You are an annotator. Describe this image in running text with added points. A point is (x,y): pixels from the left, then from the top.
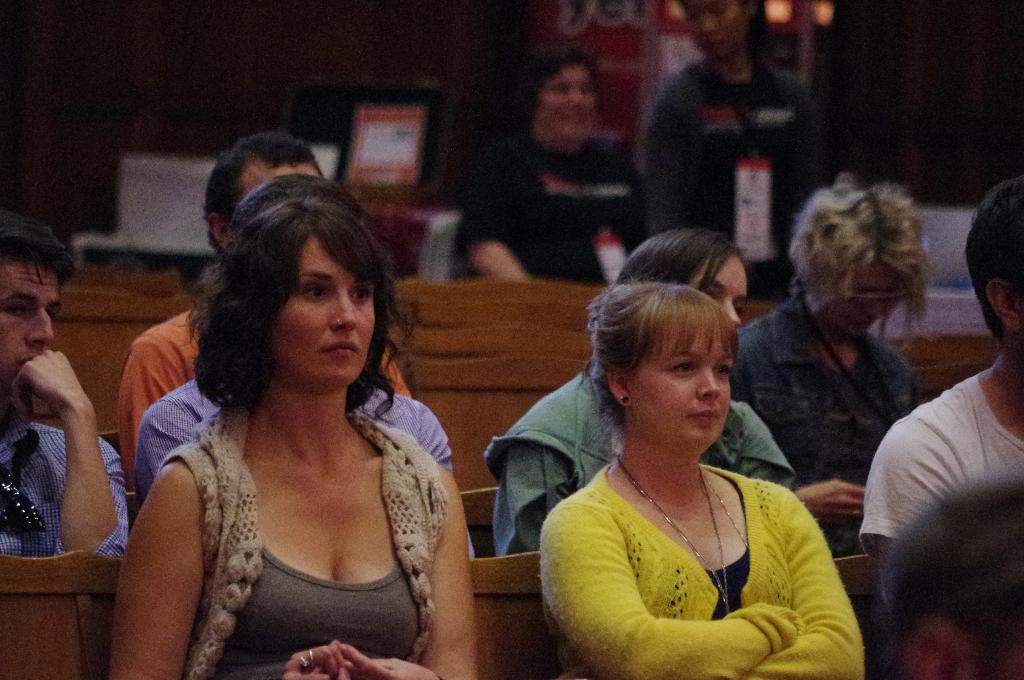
People (206,356) are sitting and a person (757,111) is standing at the back (678,131).
